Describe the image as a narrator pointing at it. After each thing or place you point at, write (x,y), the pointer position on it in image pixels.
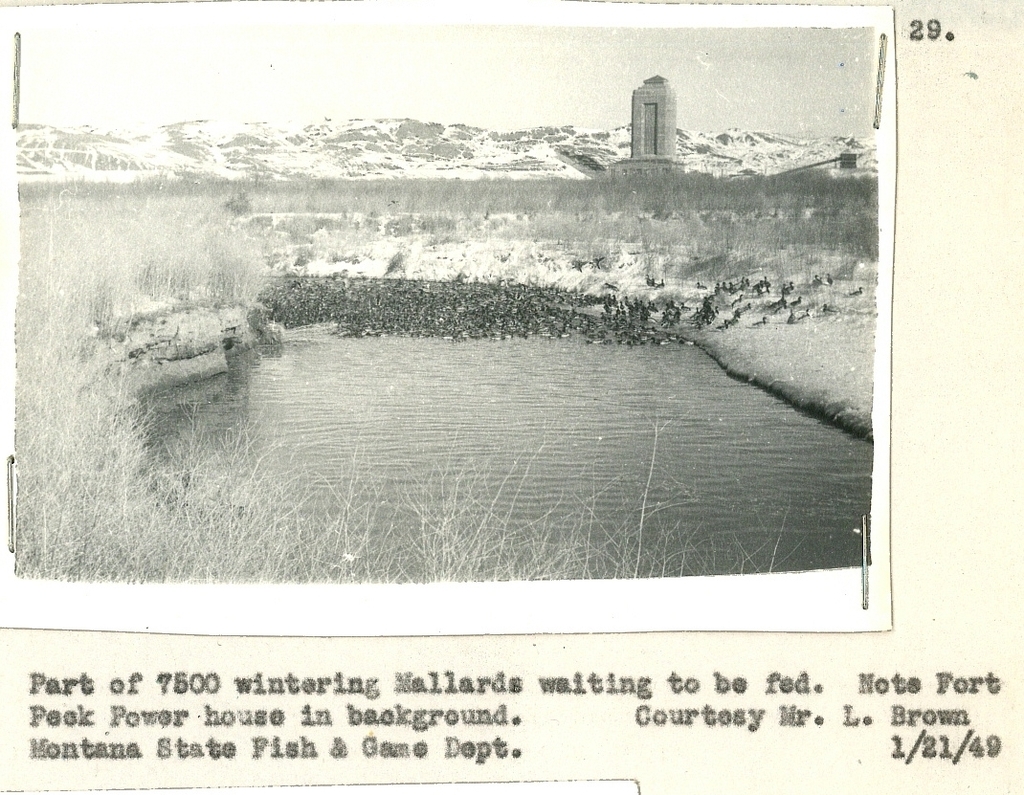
In this image we can see black and white picture in which we can see a lake (573,430) with water (531,448), a group of animals (531,312), trees (711,213). In the background (222,152), we can see a tower (646,149), mountains (583,152) and the sky (489,107). At the bottom of the image (126,746) we can see some text (35,707) and numbers (941,743).
